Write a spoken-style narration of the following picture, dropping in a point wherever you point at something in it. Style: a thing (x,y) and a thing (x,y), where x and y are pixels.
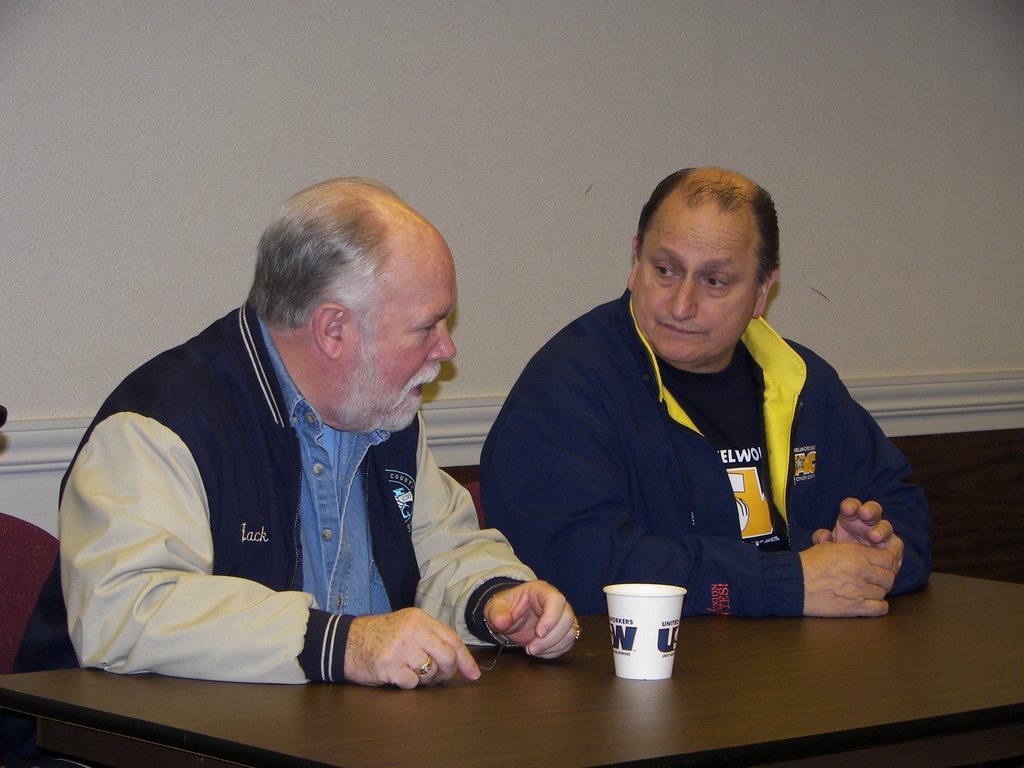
To the left side of the image (322,460) there is a man (332,462) with blue and grey jacket (170,468) is sitting. And beside him there is a man (617,399) with blue and yellow jacket (557,458) and with black t-shirt (720,424) is sitting. In front of them there is a table (686,647) with paper cup (658,602) in the middle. Behind them there is a white color wall (551,194).
